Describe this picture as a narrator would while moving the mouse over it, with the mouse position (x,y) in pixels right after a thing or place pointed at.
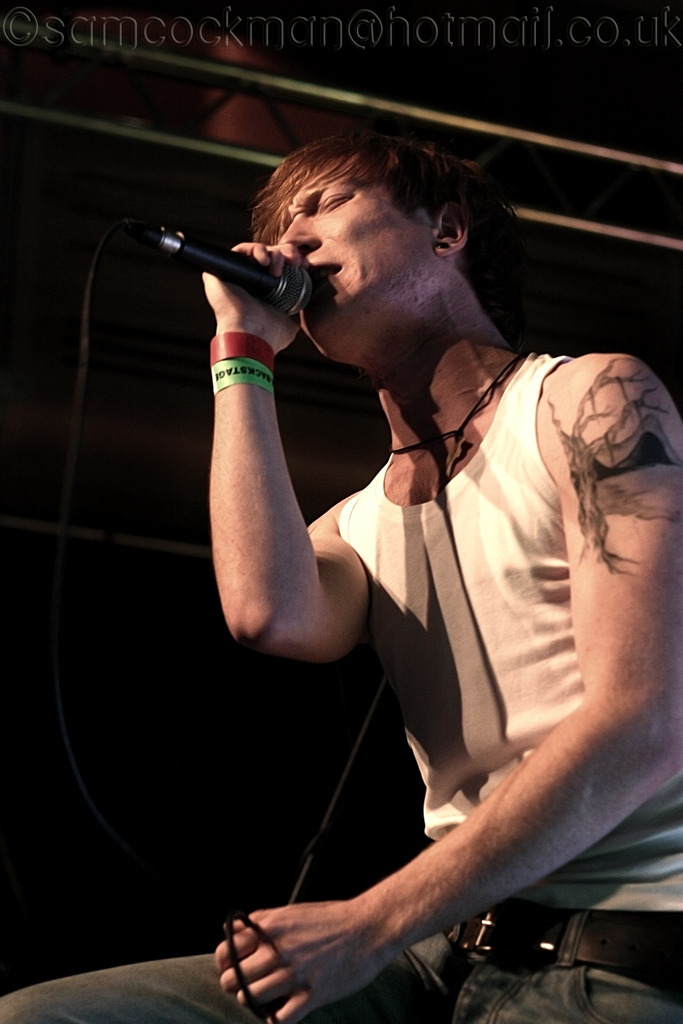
As we can see in the image there is a man (313,272) holding mic (298,272) and singing a song.
